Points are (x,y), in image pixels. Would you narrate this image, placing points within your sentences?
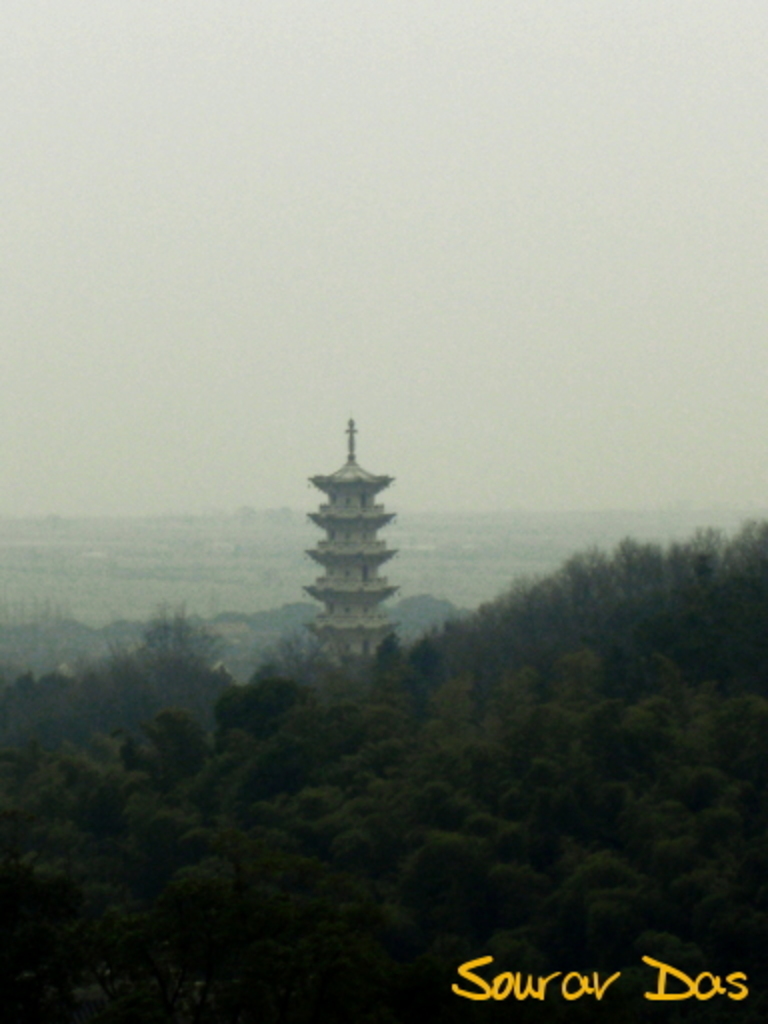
In the image we can see there is a building (340,549) and there are lot of trees (334,887). There is hazy sky (280,288) on the top (170,307).
